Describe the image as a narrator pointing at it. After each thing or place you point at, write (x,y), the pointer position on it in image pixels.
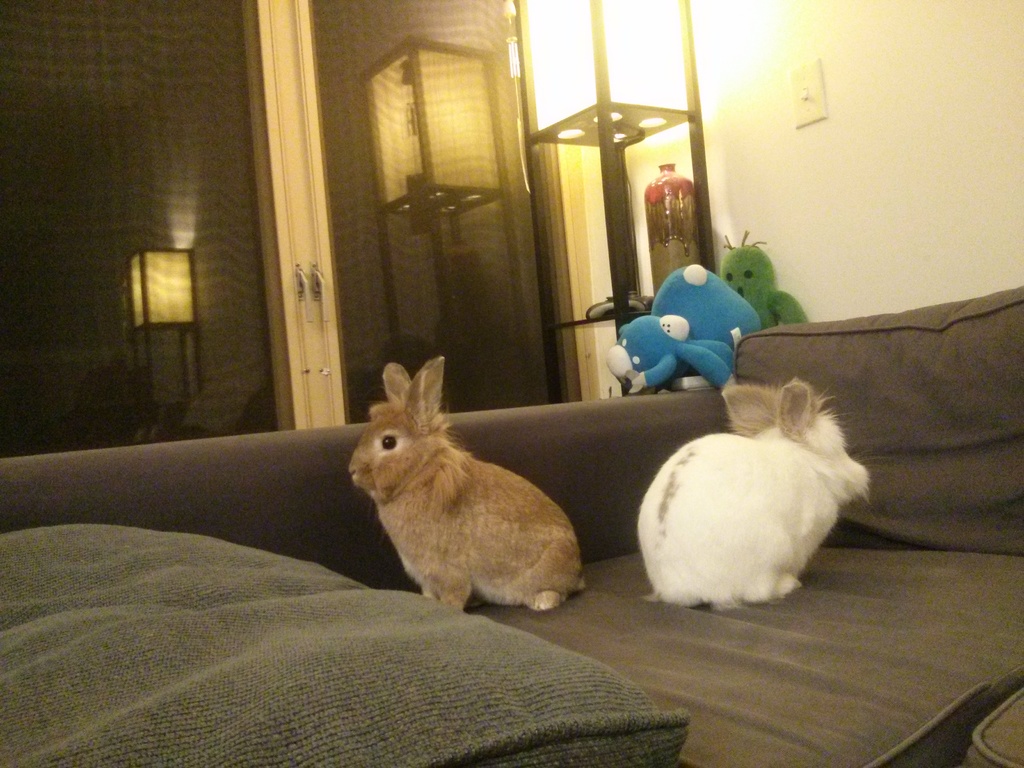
In this picture we can see couple of animals (769,551) on the sofa (703,418), beside the sofa (702,393) we can find toys (671,364), vase (684,217) and lights (691,118).
